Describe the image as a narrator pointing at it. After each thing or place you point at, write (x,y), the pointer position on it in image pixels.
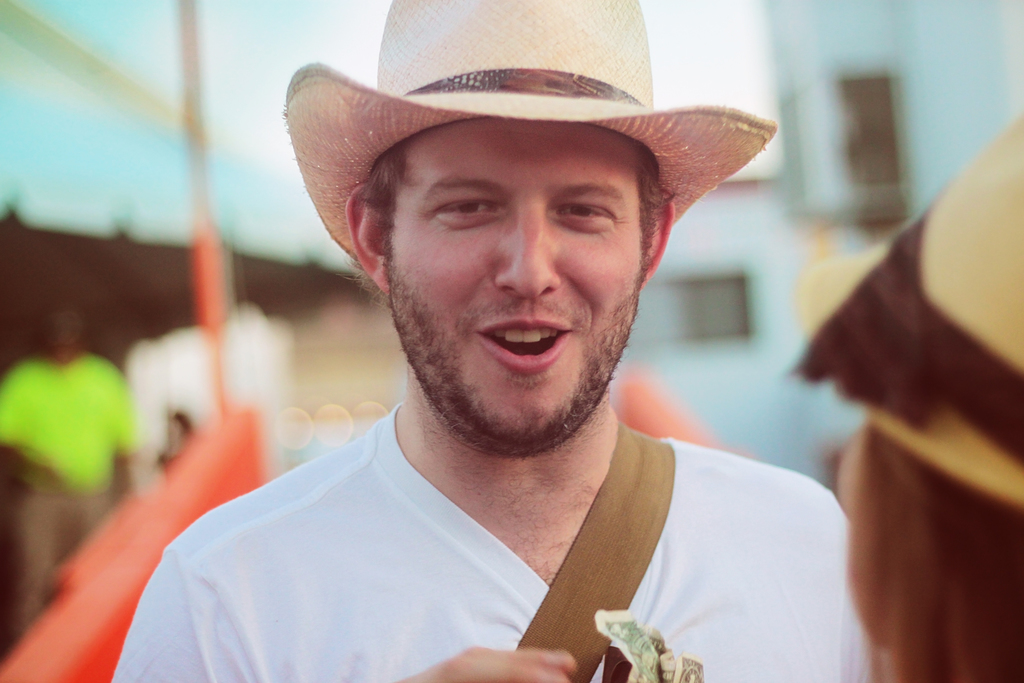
In this image, in the middle (571,450), we can see a man (671,524) wearing a white color shirt (779,535) and the man (714,511) is also wearing a backpack (583,620). On the right side (1023,118), we can also see a person (958,557) wearing a hat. In the background (18,454), we can see a person (103,415), buildings (283,313). At the top (272,33), we can see a sky (275,48), at the bottom (106,561), we can see the red color.
